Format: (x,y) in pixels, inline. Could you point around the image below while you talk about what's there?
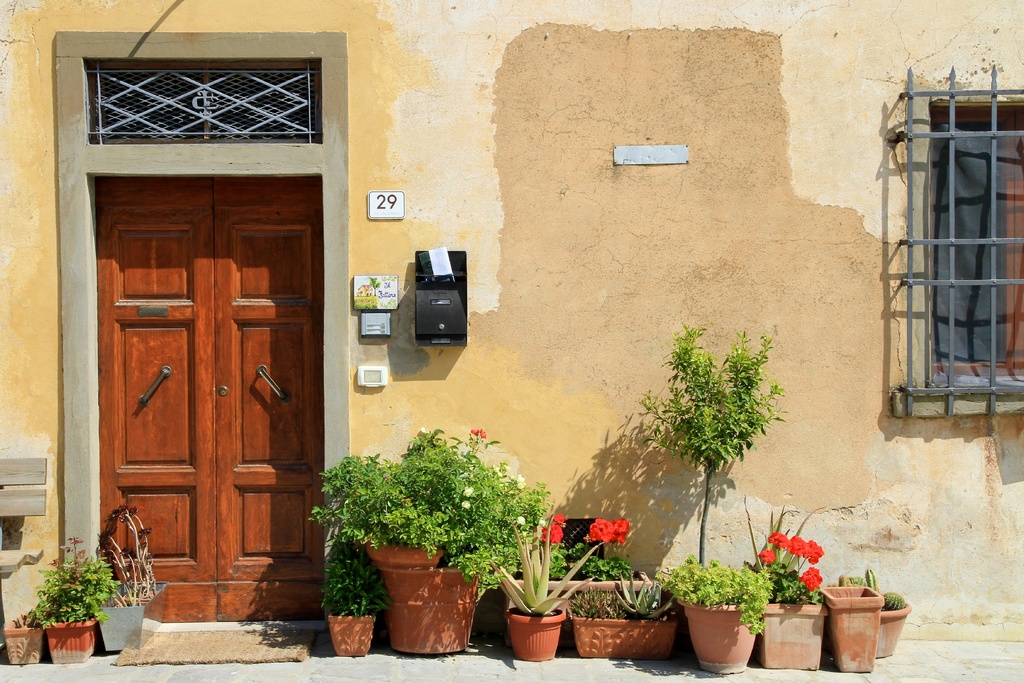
It is a house (402,406) and in front of the house (66,543) there are few flower plants (344,565) and small bushes (468,571), there is a window (945,215) on the right side (997,73) and a post box (437,297) in front of the wall (389,353).
